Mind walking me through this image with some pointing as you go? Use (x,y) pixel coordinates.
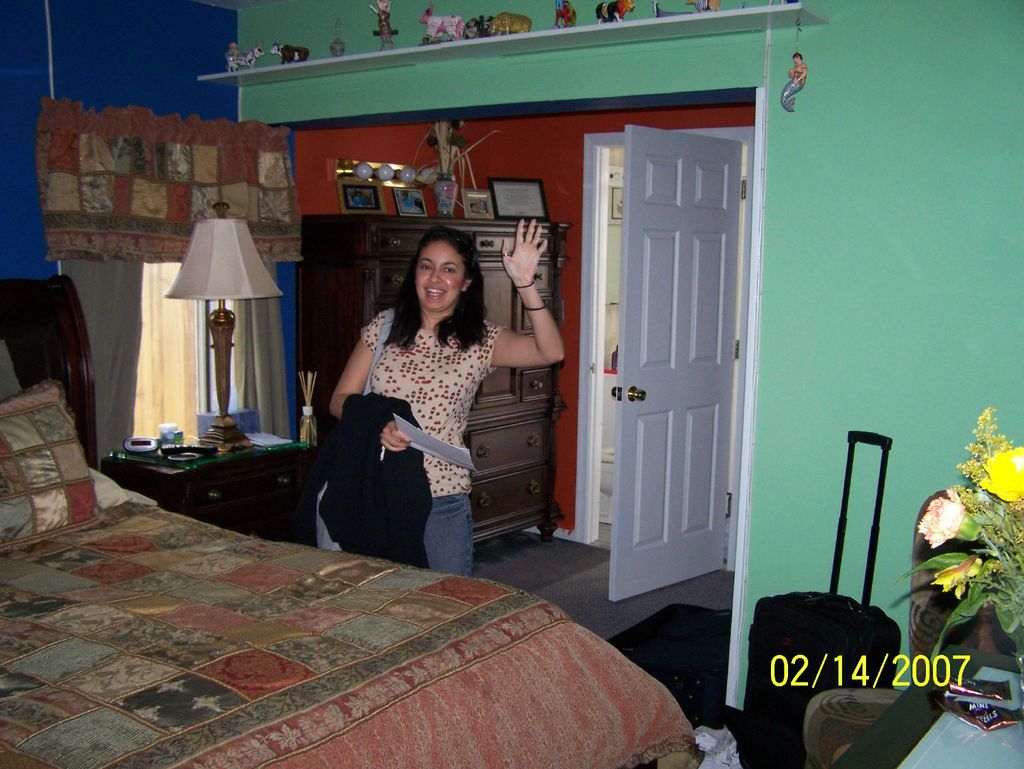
In this picture we can see woman (429,352) standing on floor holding paper (405,426) and pen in her hand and smiling and in front of her we can see bed (270,560) on bed (172,646) pillow (64,490) and aside to that table (231,472) and on table (209,464) remote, lamp (213,325) and in background (245,393) we can see curtain (209,155), cupboards (387,222), vase (441,180), frames (468,196), bulbs (370,173), toys (604,20), door (664,278), wall (778,588), suitcase (818,623), flowers (1007,507).
